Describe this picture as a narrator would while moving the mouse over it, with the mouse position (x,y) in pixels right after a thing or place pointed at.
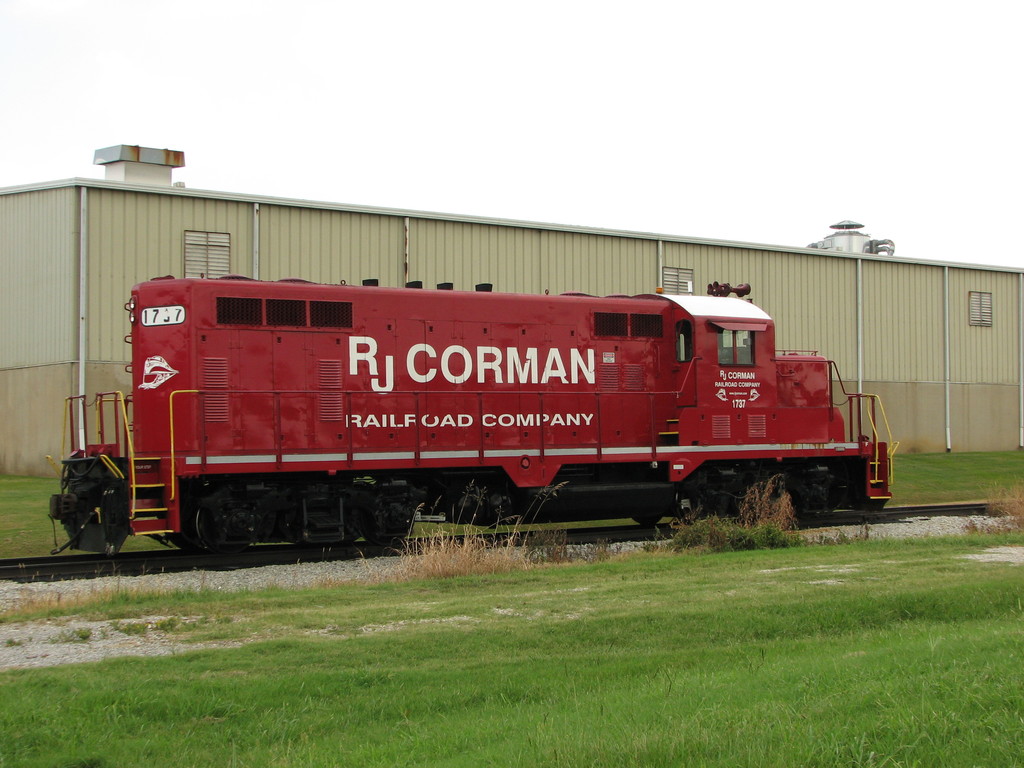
In this image I see a train engine (456,392) which is of red in color and I see something is written on it and I see the tracks (975,504) and I see the grass (537,647). In the background (120,69) I see the sky (468,201) and I see the building (977,326).
